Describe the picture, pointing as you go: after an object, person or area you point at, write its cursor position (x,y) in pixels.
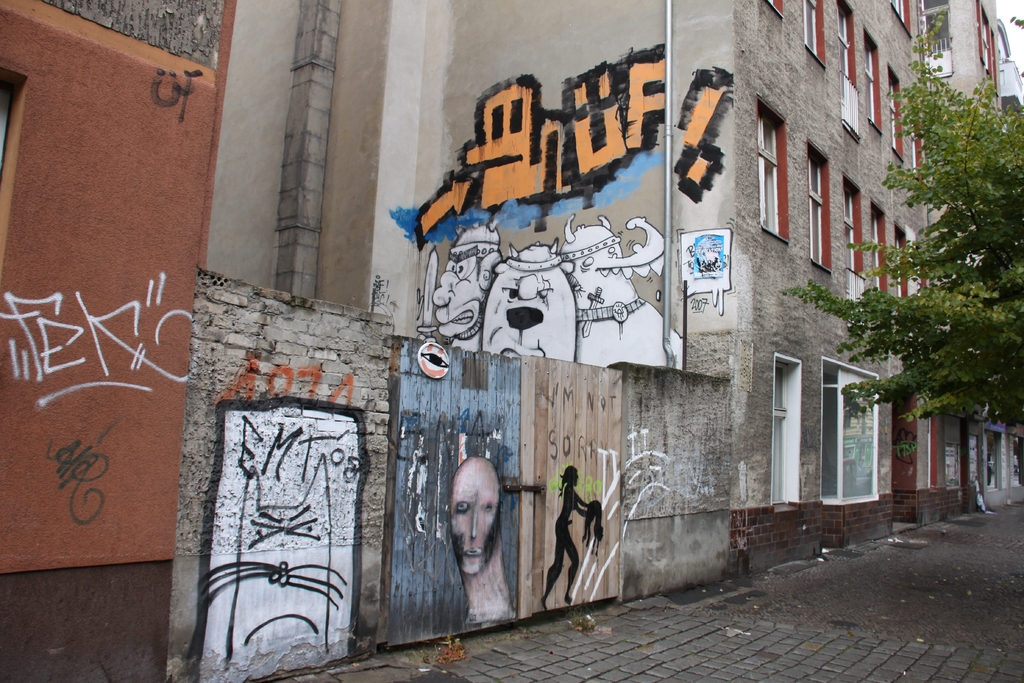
In this image we can see some buildings (664,224) with glass windows (770,229), walls (711,137) and other objects (671,108). On the left side of the image (185,376) there are some walls (157,412) with some paintings (456,430). At the bottom of the image (803,614) there is the floor (883,588). On the right side of the image (979,257) there is a tree (929,277).
